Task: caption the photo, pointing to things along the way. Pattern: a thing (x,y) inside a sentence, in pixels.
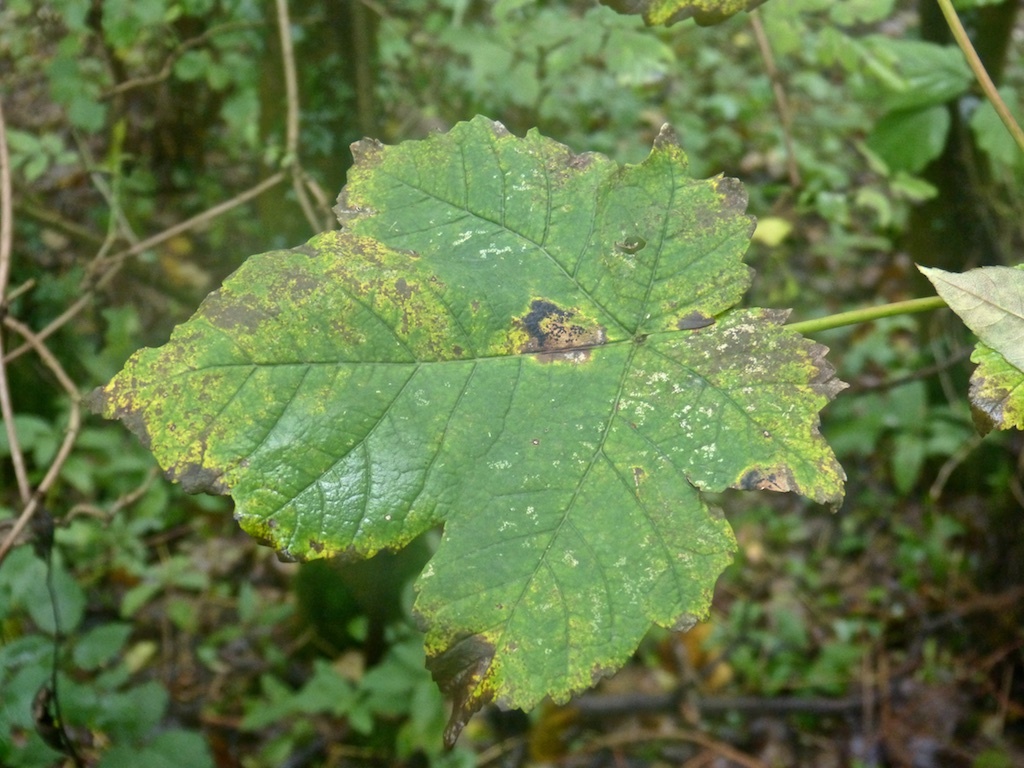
In this image I can see a leaf (501,353) of a tree (483,416) which is green, yellow and black in color. In the background (523,104) I can see few trees (289,112) which are green, brown and black in color.
